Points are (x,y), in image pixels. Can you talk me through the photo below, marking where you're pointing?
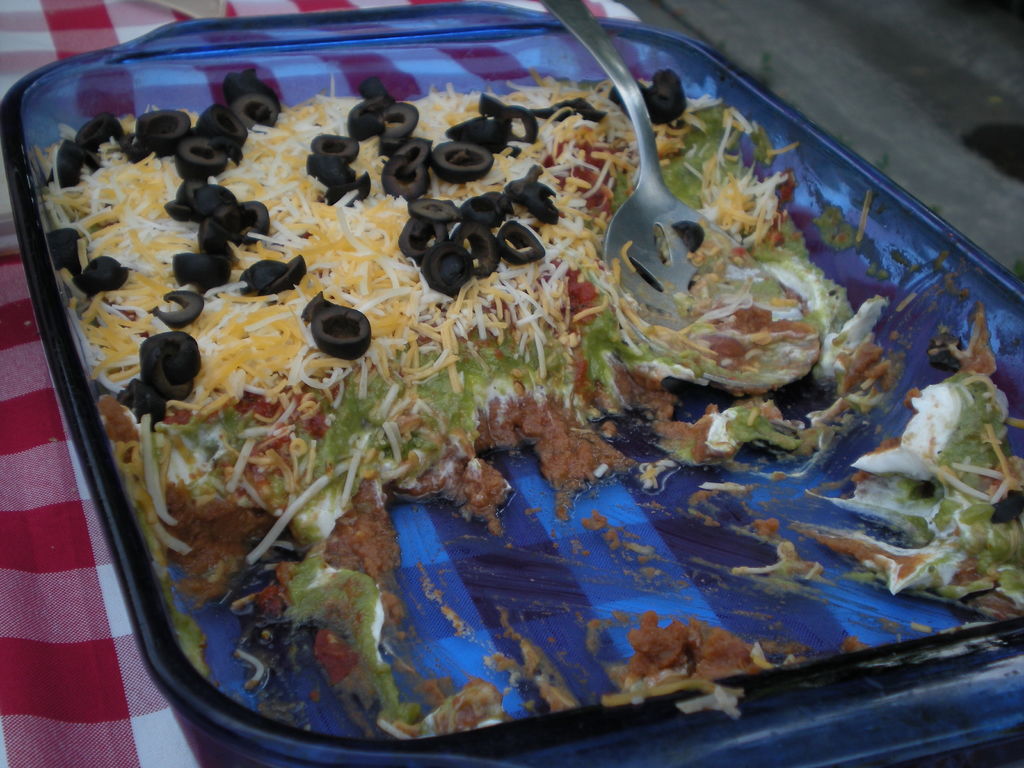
In this image I can see there is a plate (717,717) on the table (120,744) served with food (548,437) and spoon (705,260) in it.
